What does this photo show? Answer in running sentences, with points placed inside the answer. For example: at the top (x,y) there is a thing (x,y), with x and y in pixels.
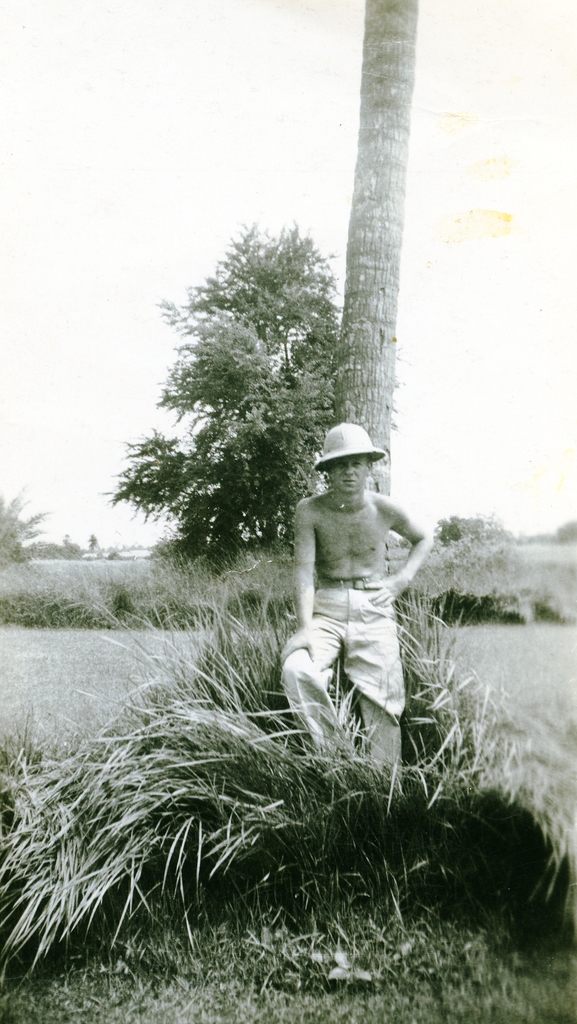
In this image I can see a person (374,713) standing, wearing a hat (336,429). There are plant (168,774) in the front (168,781) and a trunk (370,32) behind him. There are trees (295,438) at the back (304,441). There is sky (152,107) at the top (152,107). This is a black and white image.
